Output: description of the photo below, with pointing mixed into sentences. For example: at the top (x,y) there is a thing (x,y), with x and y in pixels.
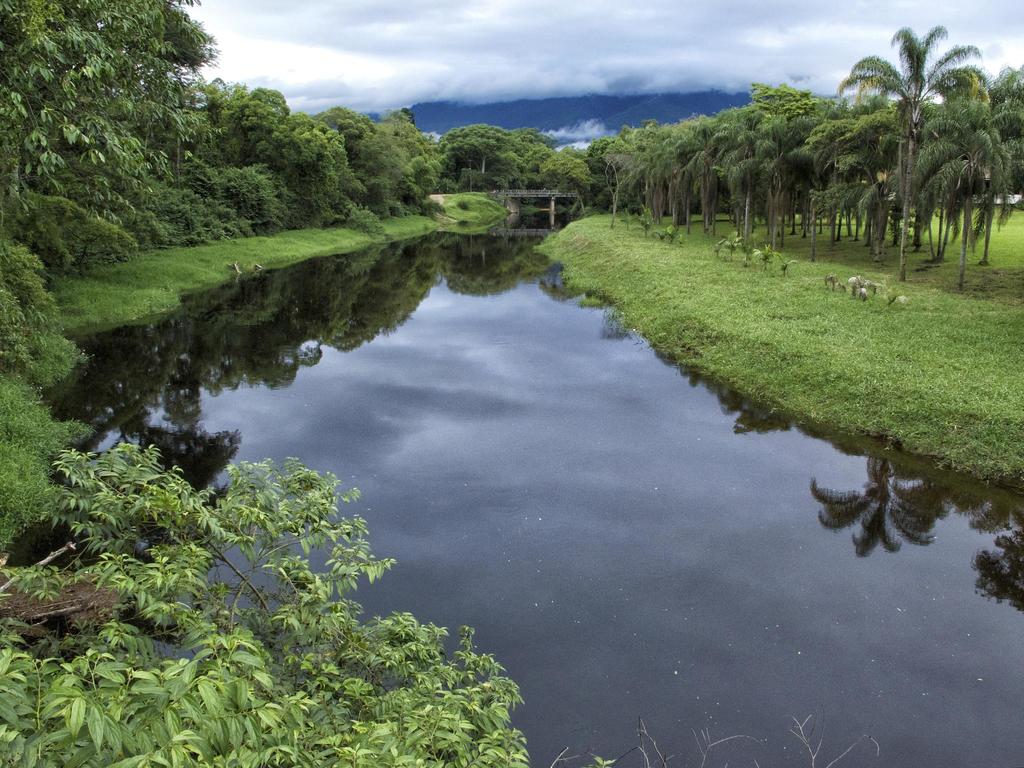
In the center of the image (439,450) we can see a canal (440,391). In the background (585,197) there is a bridge (531,192) and we can see trees (340,167). At the top (714,59) there is sky (578,73).
